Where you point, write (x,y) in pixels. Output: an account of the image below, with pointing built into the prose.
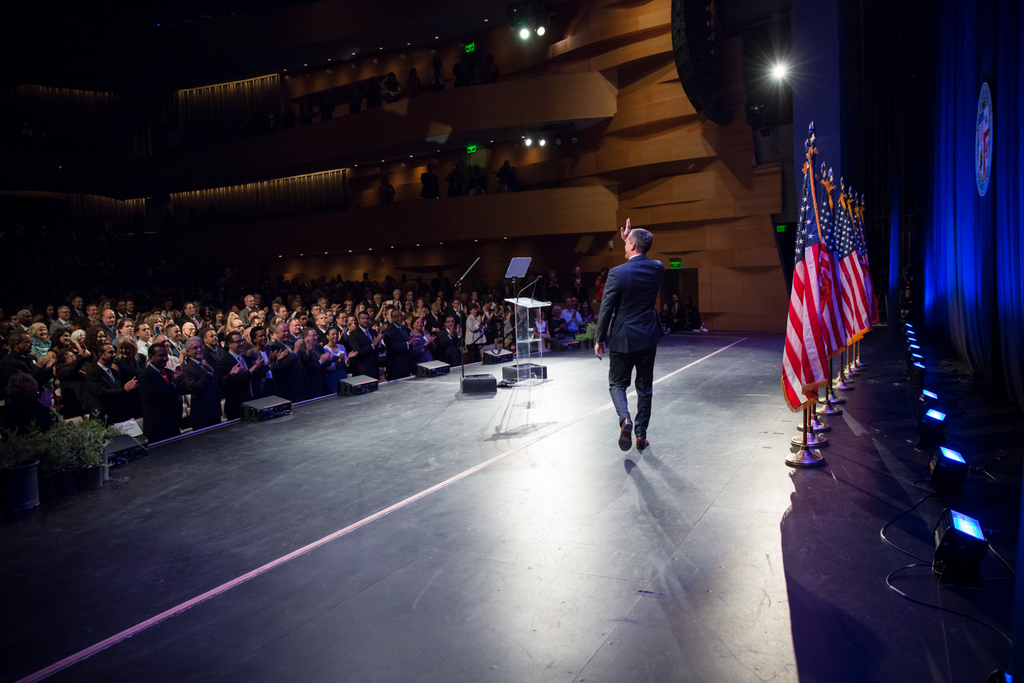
In this image, we can see a person (631,421) is walking on the stage (572,425). On the right side (829,233), we can see flags (820,320), rod stands (835,414), lights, curtains (941,315) and object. Background (724,243) we can see walls (711,246), people (568,301), plants (77,426), podium (532,329), few objects (528,293), sign boards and lights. Here we can see people (296,369) are clapping their hands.
